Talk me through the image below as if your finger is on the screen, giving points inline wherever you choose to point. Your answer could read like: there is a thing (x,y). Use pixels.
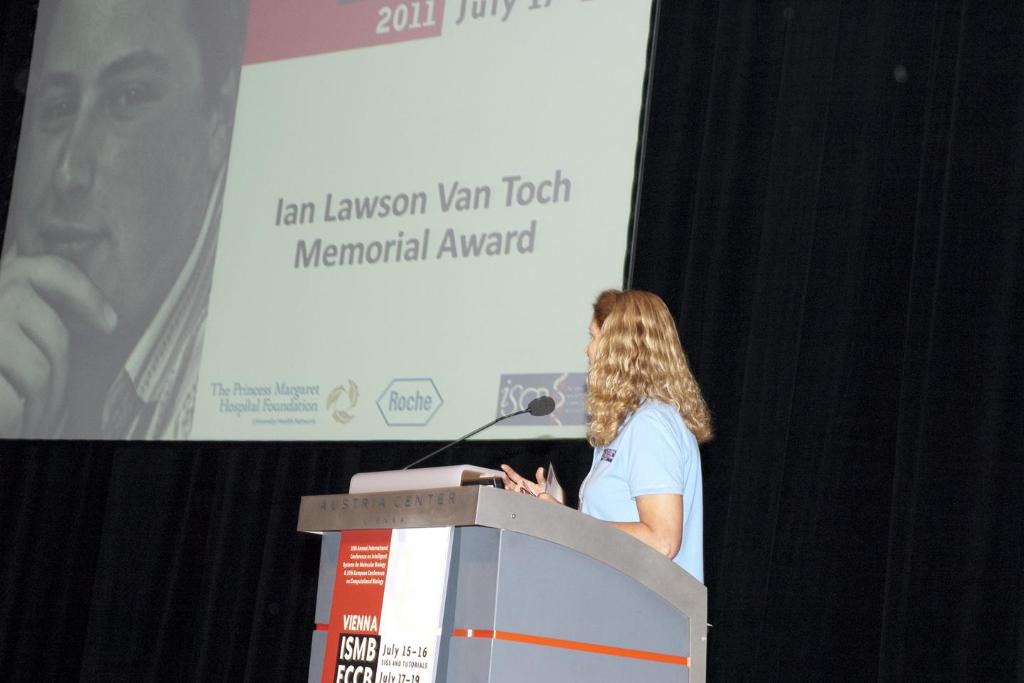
In this image we can see a person (631,443). In front of the person (599,511) we can see a podium (453,542) with mic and on the podium (415,512), we can see a board (368,575) with text (370,571). Behind the person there is a projected screen (406,366). On the screen (453,362) there is an image (131,188) of a person (129,305) and some text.
